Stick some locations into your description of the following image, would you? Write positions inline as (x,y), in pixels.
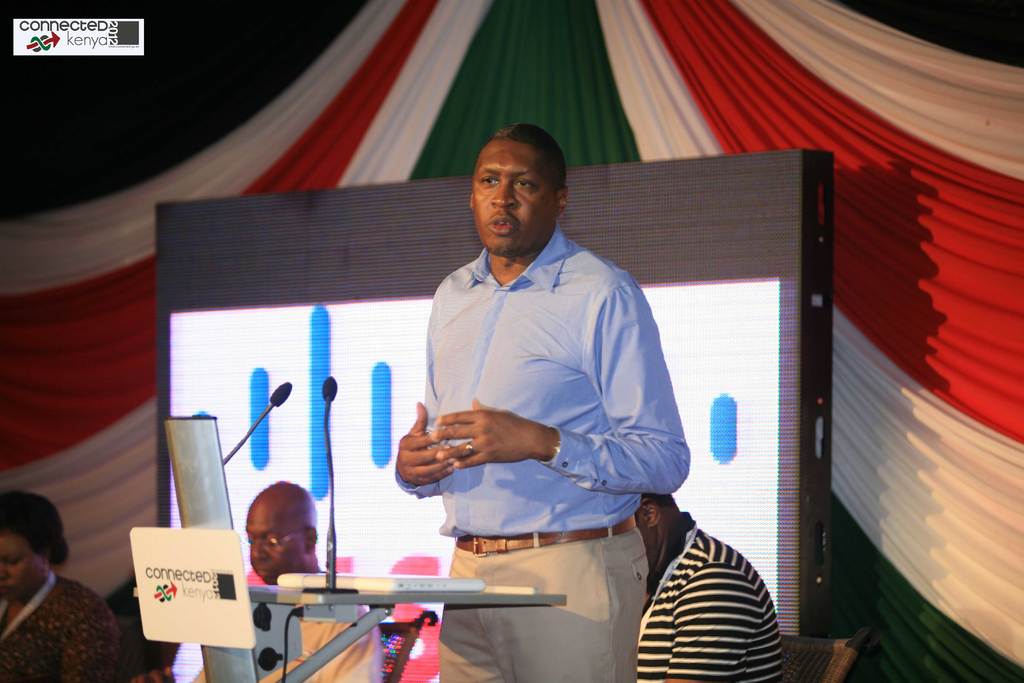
In front of the image there is a person (514,486) standing, in front of the person (471,470) on the podium (336,596) there is a laptop (346,585), mic (332,587), name board (225,547) and some other objects (286,638), behind them there are a few other people (285,560) seated in chairs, behind them there is a screen (425,319) and a curtain (548,37), at the top left of the image (54,40) there is a logo (78,39) with text (114,36).
